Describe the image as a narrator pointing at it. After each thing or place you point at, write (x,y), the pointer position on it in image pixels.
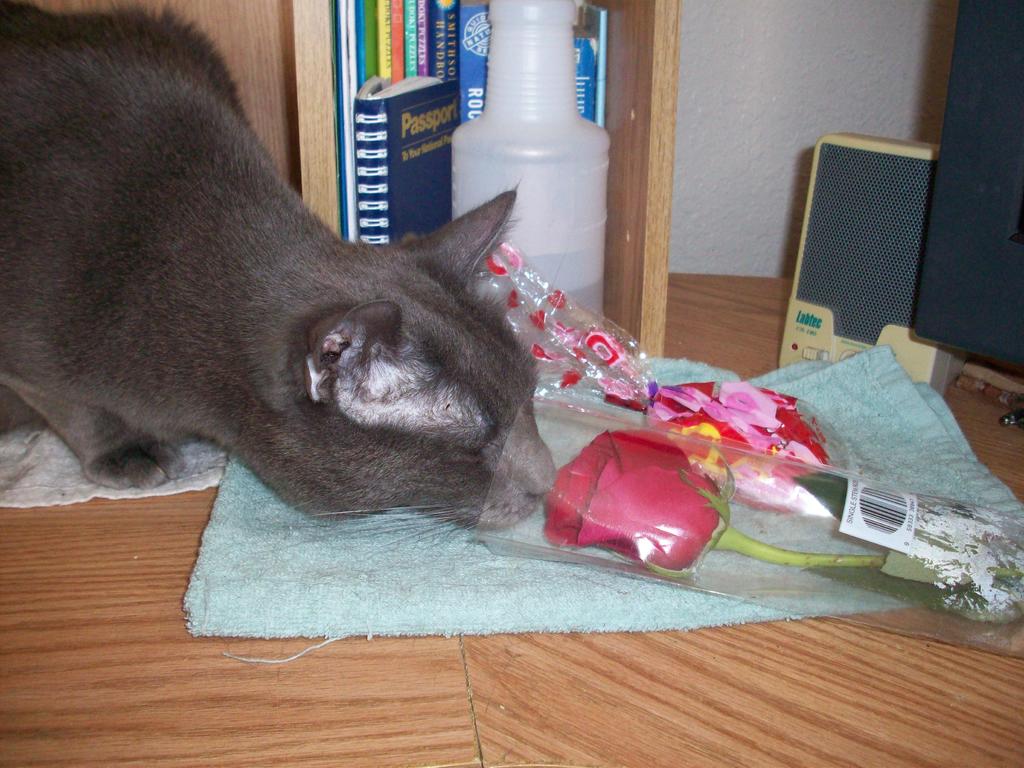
In the image we can see a cat (182,234), gray in color, this is a floor (805,689), flower (632,517) wrapped in a cover (656,540), books (436,93), sound box (877,199) and an object (526,197). This is a napkin (261,575).
